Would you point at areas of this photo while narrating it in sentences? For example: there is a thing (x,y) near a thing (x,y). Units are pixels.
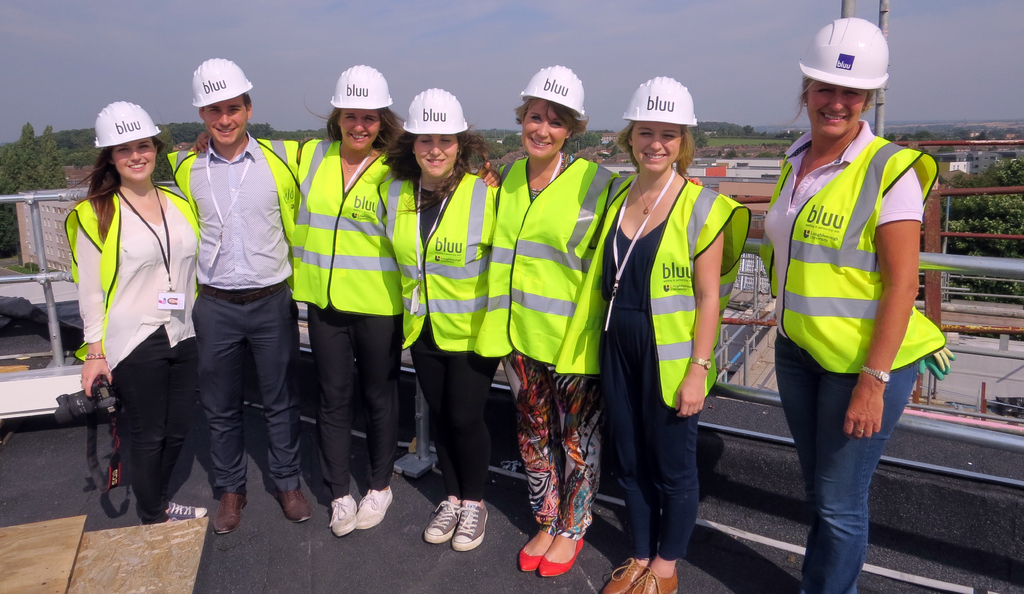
This image consists of many persons (523,137) wearing green color jackets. At the bottom (328,570), there is floor (336,566). Behind them, there is a railing (946,324). In the background (955,217), there are trees (963,229). At the top (318,52), there are clouds (277,69) in the sky (429,32).
